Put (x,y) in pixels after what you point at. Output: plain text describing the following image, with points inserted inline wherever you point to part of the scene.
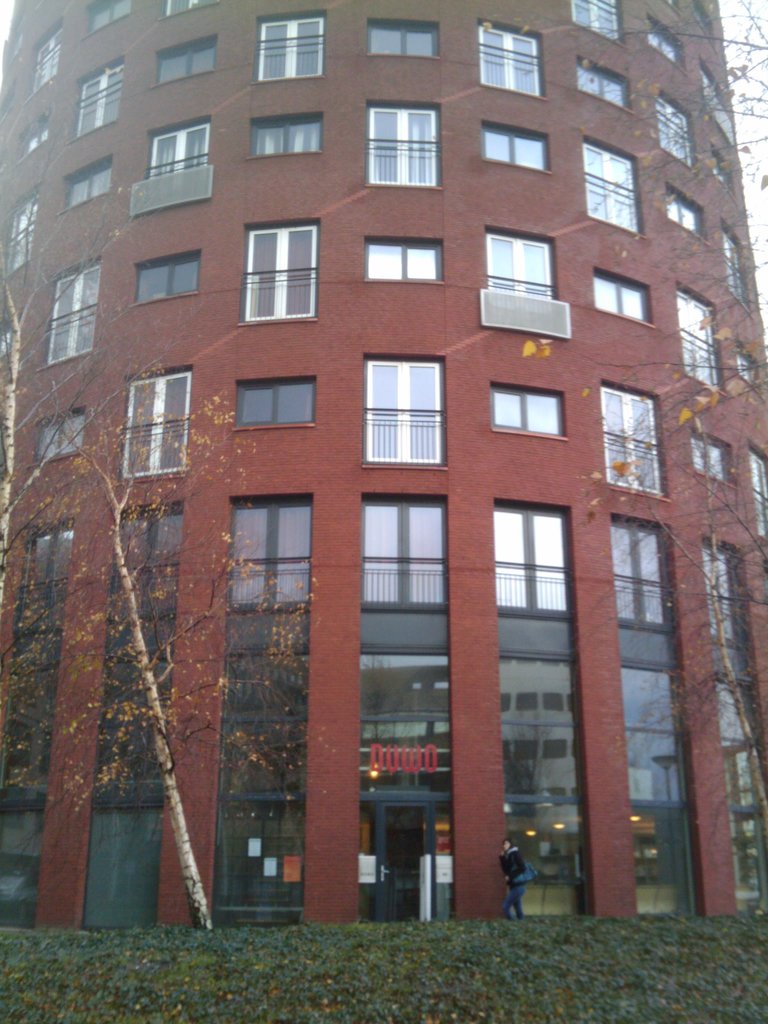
In this image, we can see a building (271,282) and there are some windows (607,27) on the building (424,144). We can see some plants (346,928) at the bottom (734,974). On the left side (111,555), we can see a tree (119,684).
